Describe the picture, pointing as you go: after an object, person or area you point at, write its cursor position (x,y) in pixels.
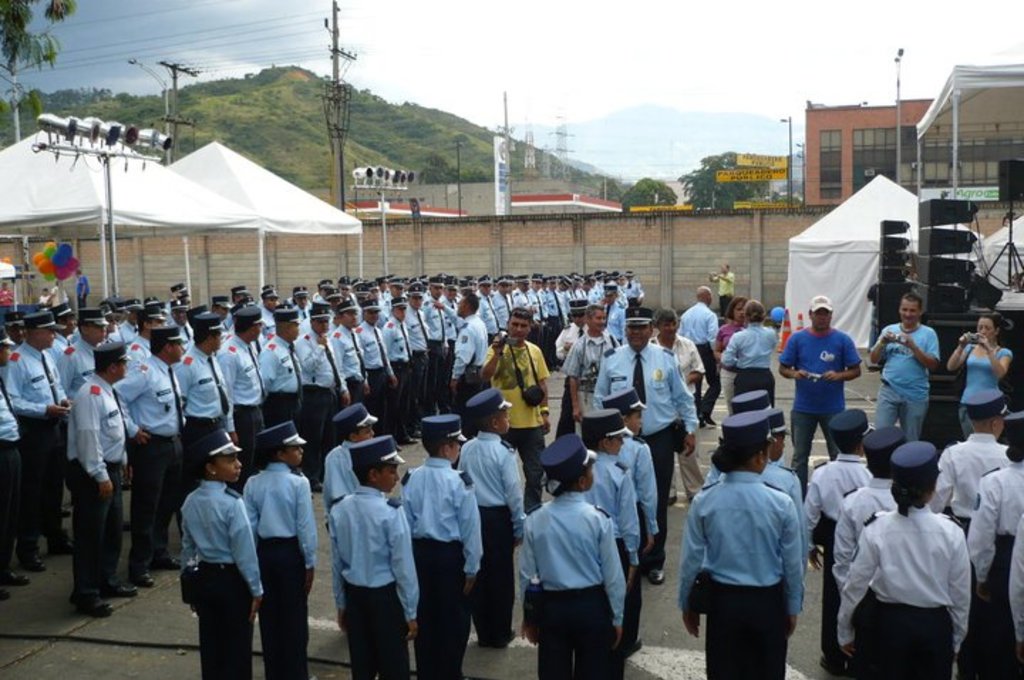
In this image we can see many people (625,470) and few people (803,360) holding some objects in their hands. There is the sky (240,75) in the image. There are few tents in the image. There are few boards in the image. There are few objects (942,270) at the right side of the image (913,273). There is a building (868,157) in the image. There is a hill (293,98) in the image.
